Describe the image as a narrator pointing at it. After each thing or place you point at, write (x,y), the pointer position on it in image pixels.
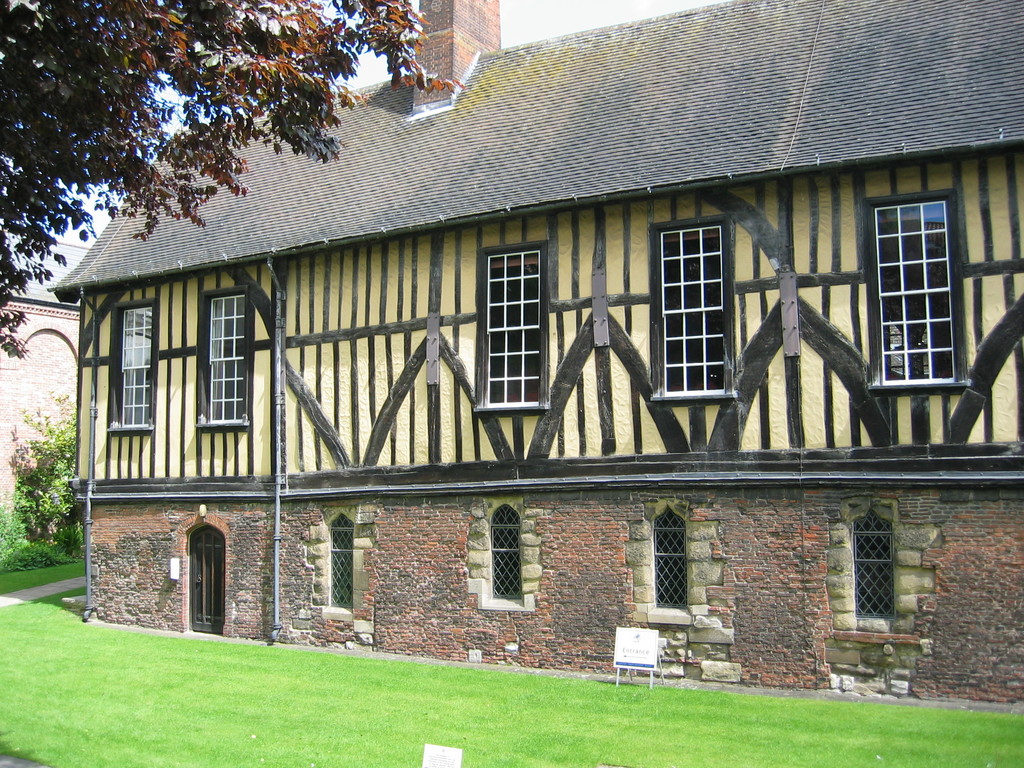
This image consists of buildings (610,501), windows (671,378), grass (254,679), border (698,683), plants (31,522), trees (137,199) and the sky (553,18). This image is taken may be during a day.
